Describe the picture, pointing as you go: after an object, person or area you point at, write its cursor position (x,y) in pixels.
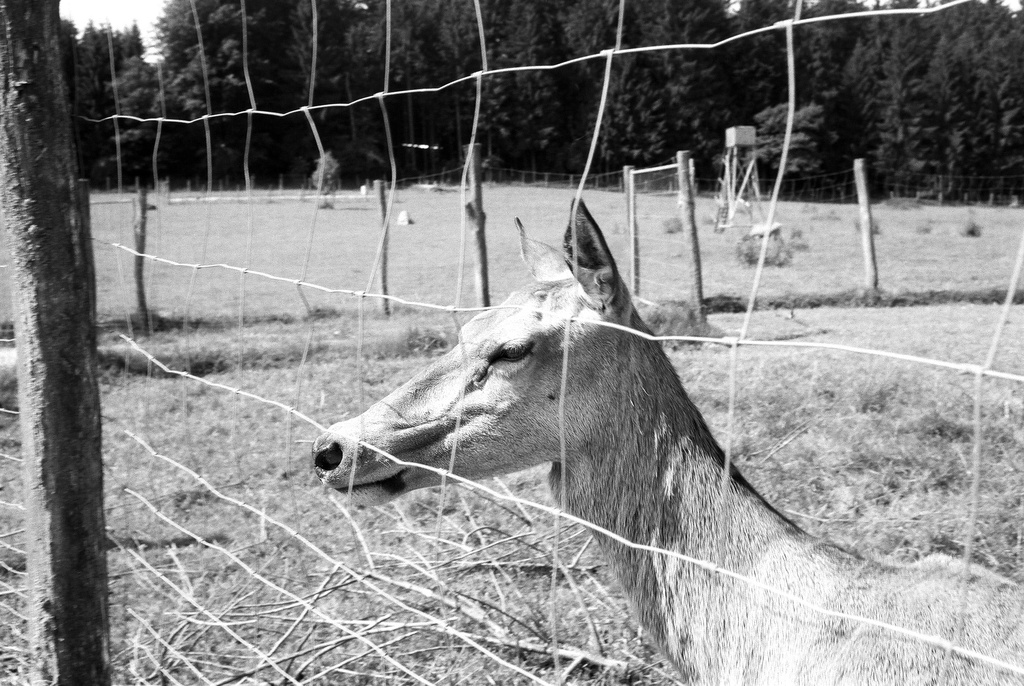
In this image we can see a deer (642,410). In front of the deer (537,369) there is a fence (307,308). Behind the deer (552,370) there is a wooden poles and some other objects (729,188). At the top of the image (326,125) there are trees (212,106) and the sky (86,25).
